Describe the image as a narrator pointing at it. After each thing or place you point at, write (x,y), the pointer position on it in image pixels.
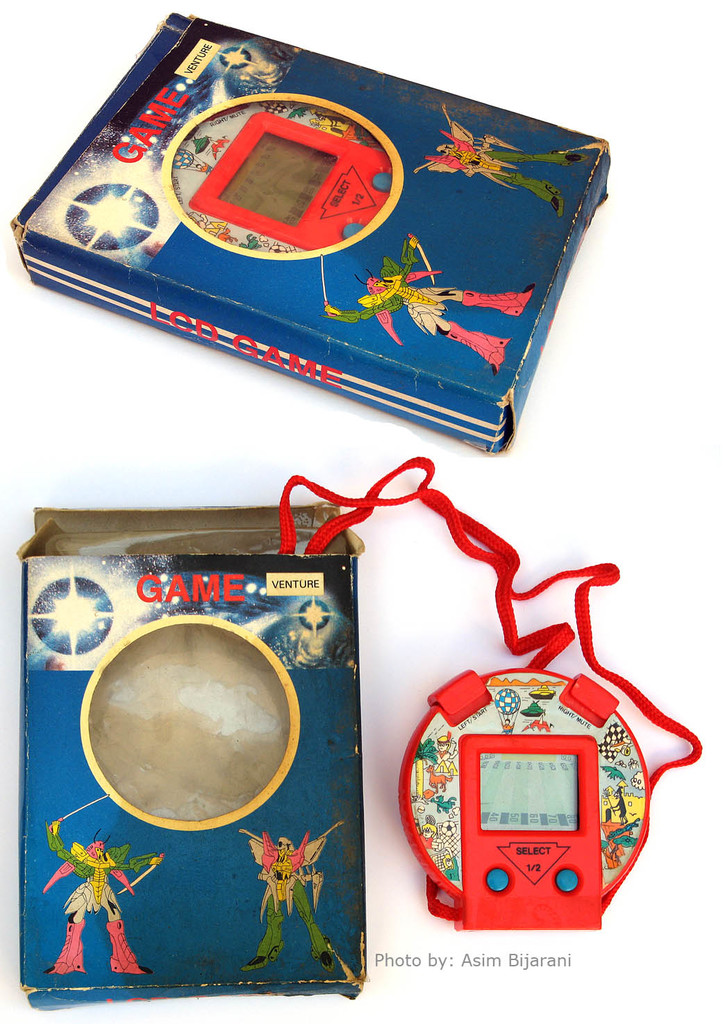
In this image I can see two boxes (191,792) which are blue in color and I can see a gaming console (555,826) which is red and blue in color. I can see the white colored background (201,420).
